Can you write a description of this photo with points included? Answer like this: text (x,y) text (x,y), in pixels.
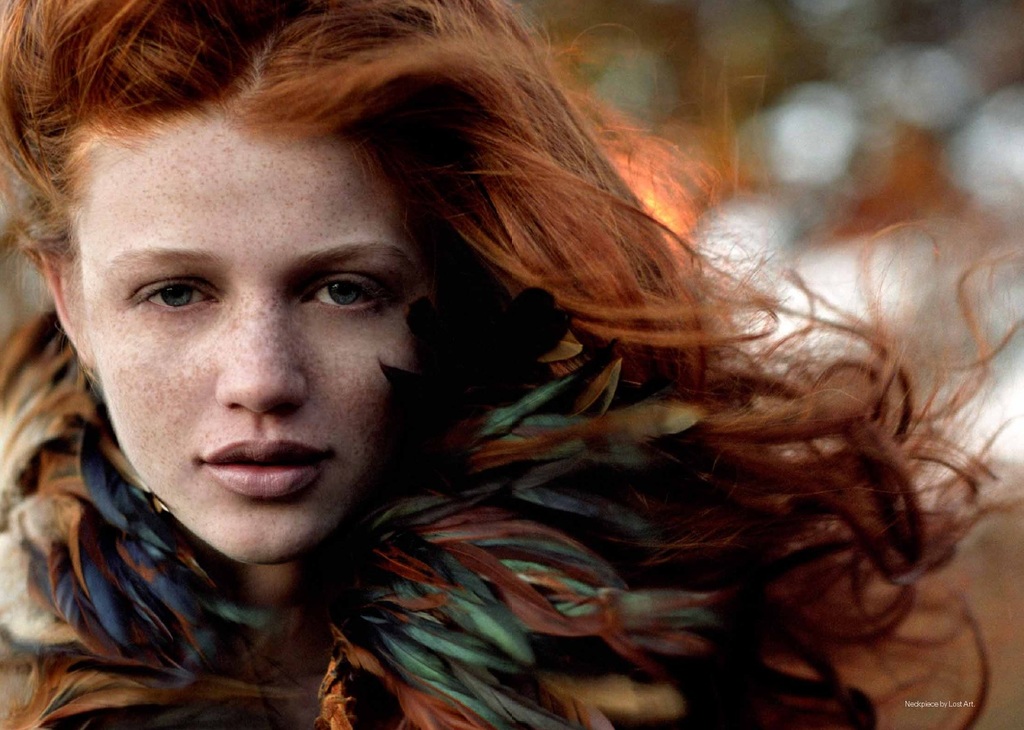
In the foreground of the image (553,208) there is a lady (240,204). The background of the image (842,22) is blurred.
